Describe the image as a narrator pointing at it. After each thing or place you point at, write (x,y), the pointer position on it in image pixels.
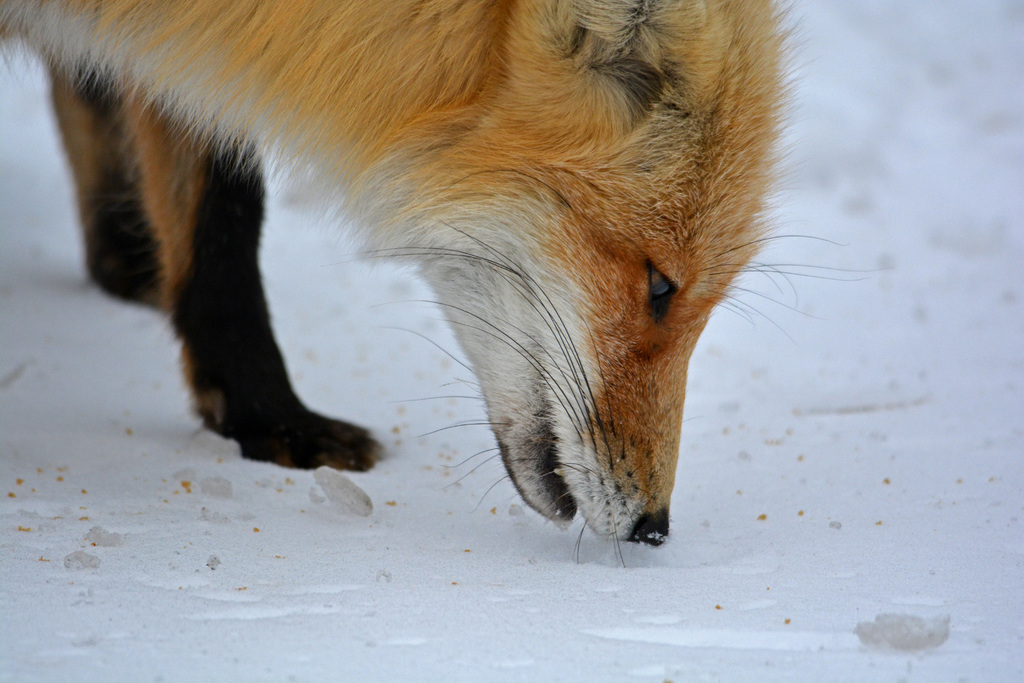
In this image we can see one animal (569,197) on the surface (171,571).
